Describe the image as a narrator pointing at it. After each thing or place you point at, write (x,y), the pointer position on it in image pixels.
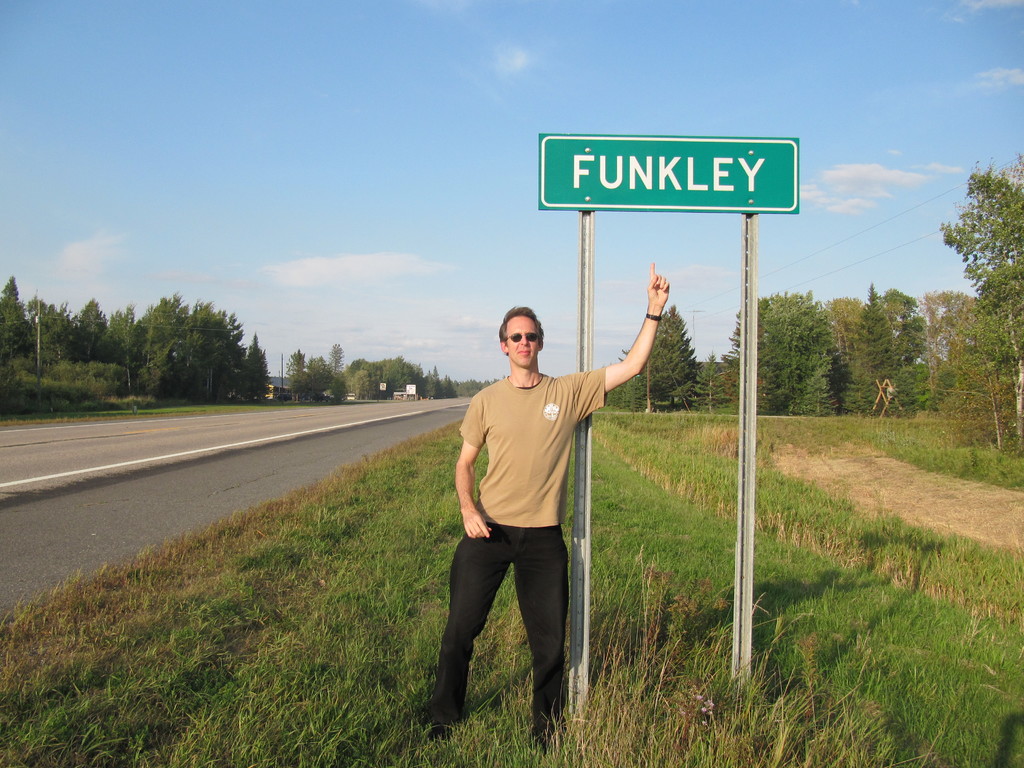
Here we can see a man (469,412) standing on the grass (471,696). This is a road (193,480). There are trees (617,390), poles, and a board (680,206). In the background (493,245) there is sky (519,235) with clouds (118,245).
